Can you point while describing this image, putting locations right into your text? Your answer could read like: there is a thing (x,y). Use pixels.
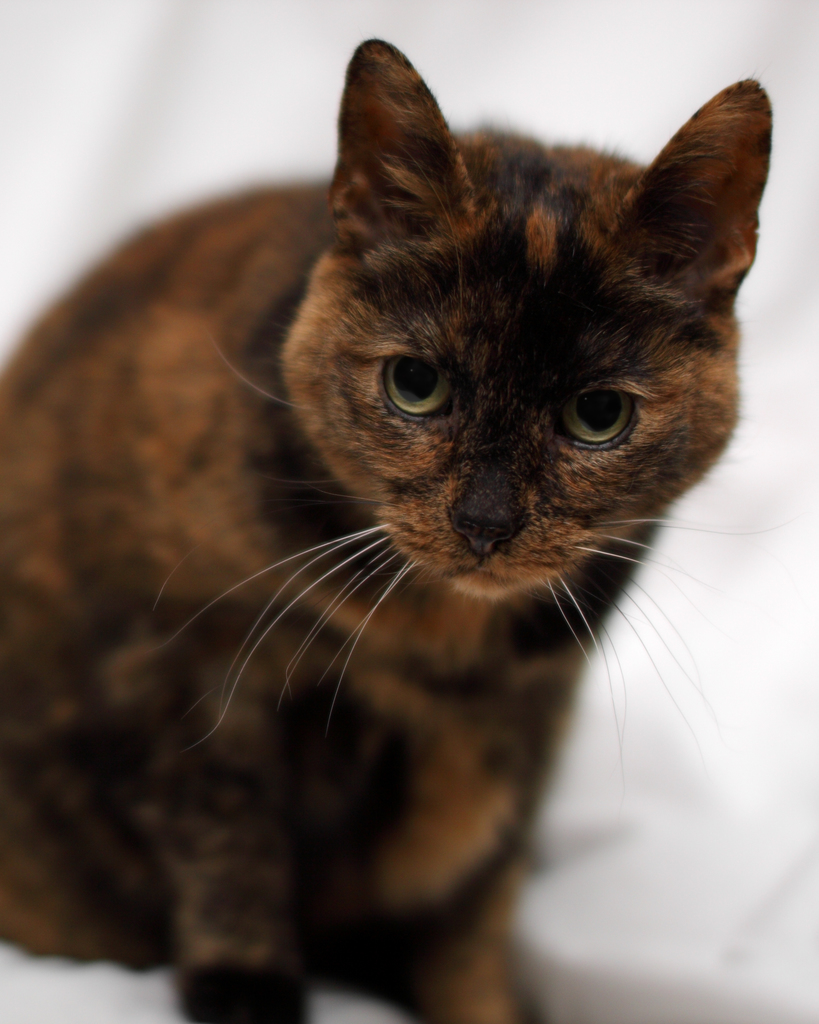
In this image the background (672,847) is white in color. In the middle of the image (386,538) there is a cat (227,892) and it is brown in color.
